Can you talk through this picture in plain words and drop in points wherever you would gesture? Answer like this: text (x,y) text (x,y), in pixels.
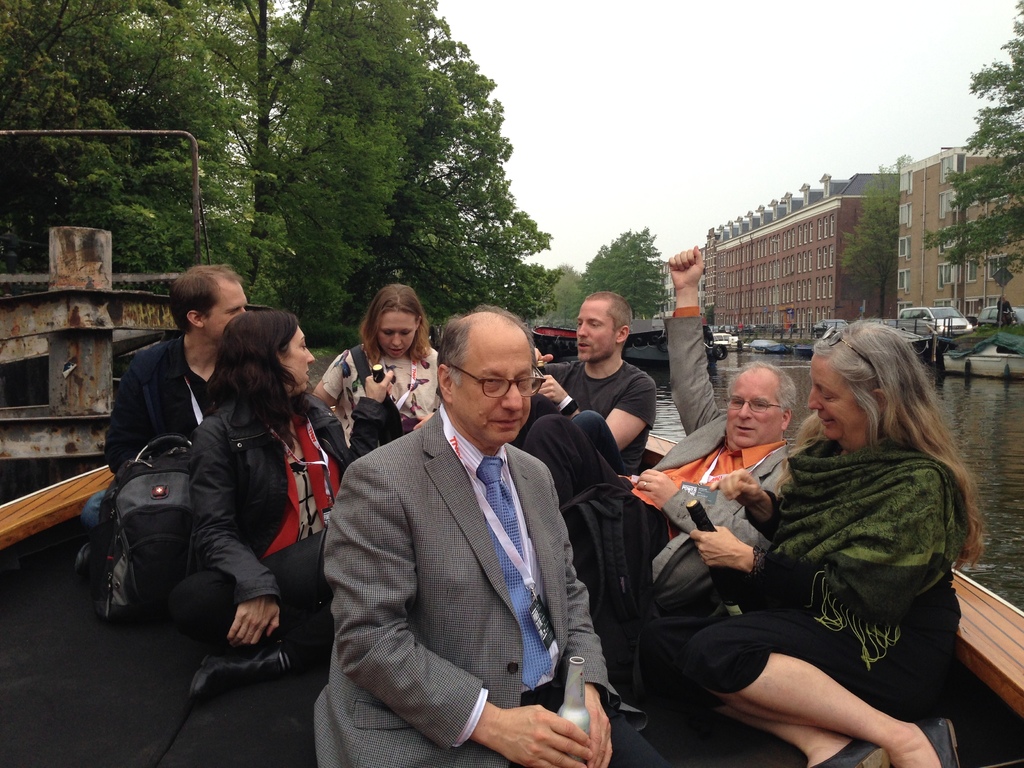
In the picture there are a group of people (505,611) sailing on the water surface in a boat (29,503), behind them there are many trees (325,192) and in the background (738,254) there are two buildings (795,267) and there are some vehicles (964,323) in front of those buildings (906,283).
